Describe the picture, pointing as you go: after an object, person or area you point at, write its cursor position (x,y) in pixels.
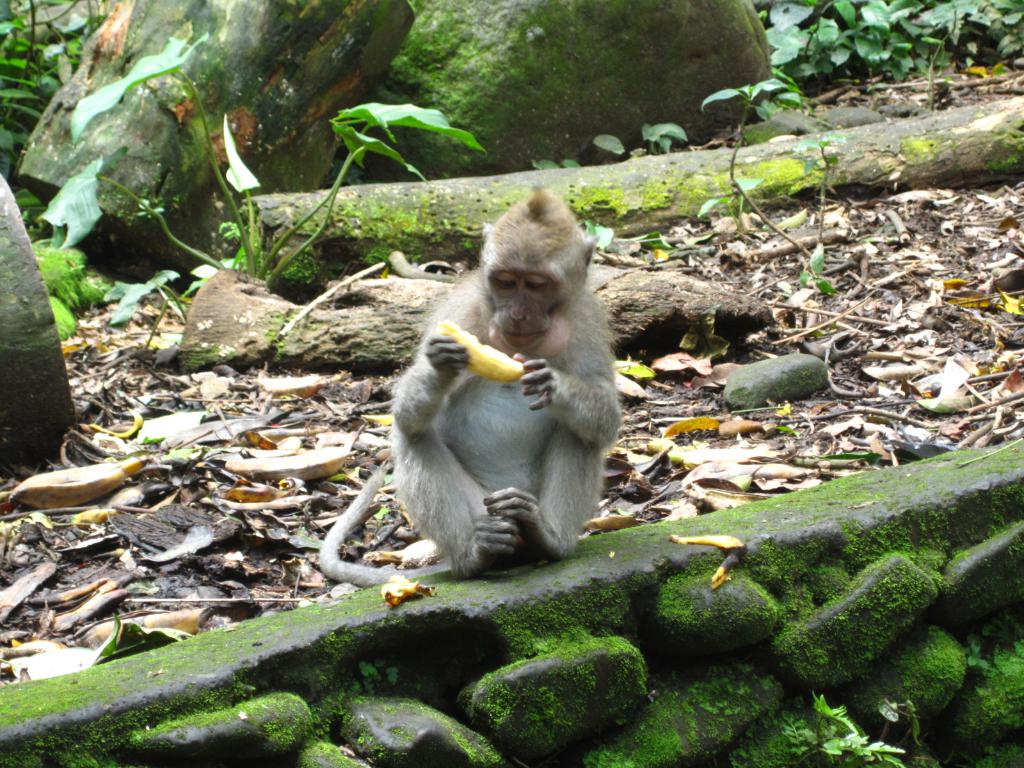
In the picture we can see a monkey (515,408) sitting on the path (727,606) which is covered with a moss (626,674) and the monkey (518,422) is holding something in the hands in the background (338,452), we can see a path (800,444) with some dried leaves (792,418) and plants (233,240) and near to it we can see some rocks (326,152).
